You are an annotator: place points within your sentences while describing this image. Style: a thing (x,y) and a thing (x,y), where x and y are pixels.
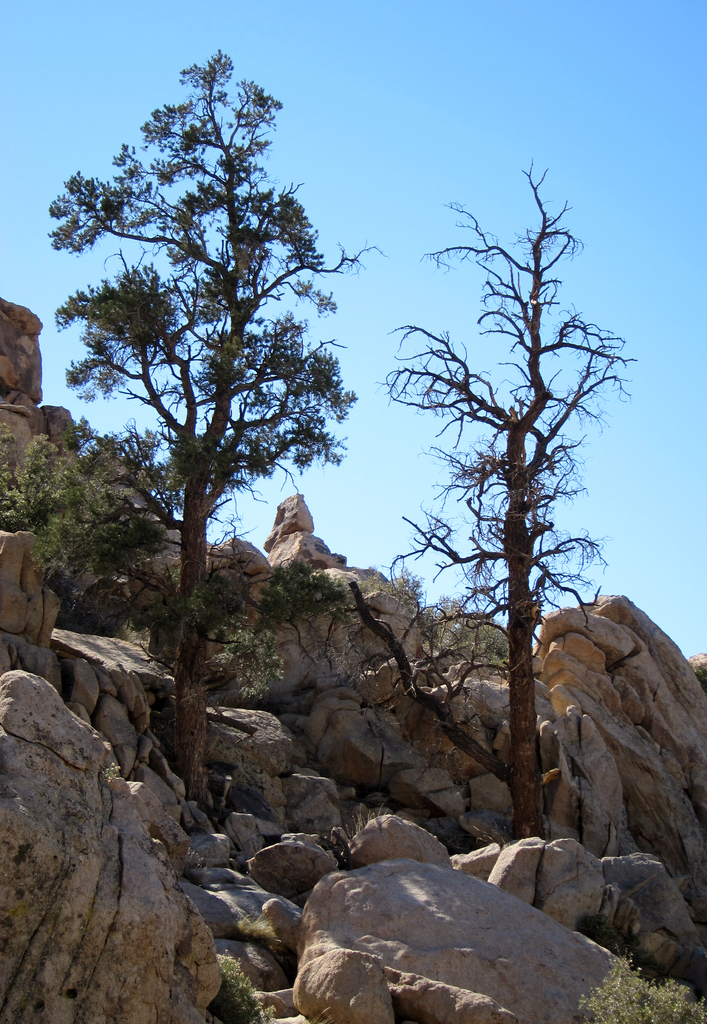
This picture shows many rocks (293,723) and trees (412,524) and a blue clear Sky (490,24).
